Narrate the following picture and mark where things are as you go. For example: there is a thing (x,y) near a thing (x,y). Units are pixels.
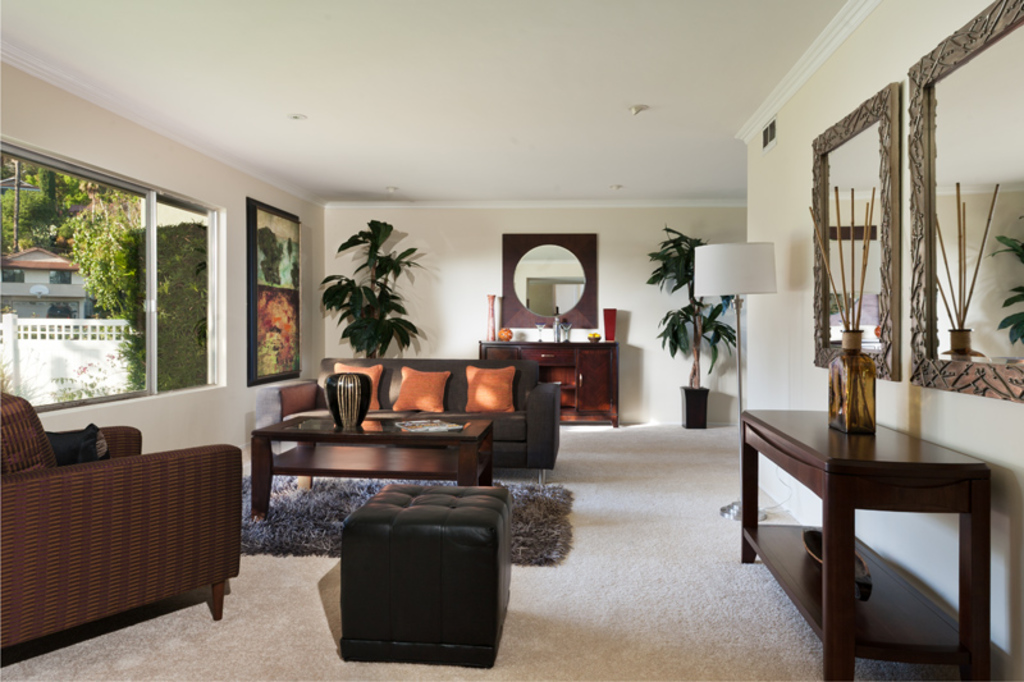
In this image I see a sofa set (497,417), tables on which there are few things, plants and 3 mirrors (997,393) on the wall (944,417), I can also see a photo frame (251,221) and a lamp (766,246) over here and through the window (135,258) I see a house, fence (9,356) and trees (118,192).
